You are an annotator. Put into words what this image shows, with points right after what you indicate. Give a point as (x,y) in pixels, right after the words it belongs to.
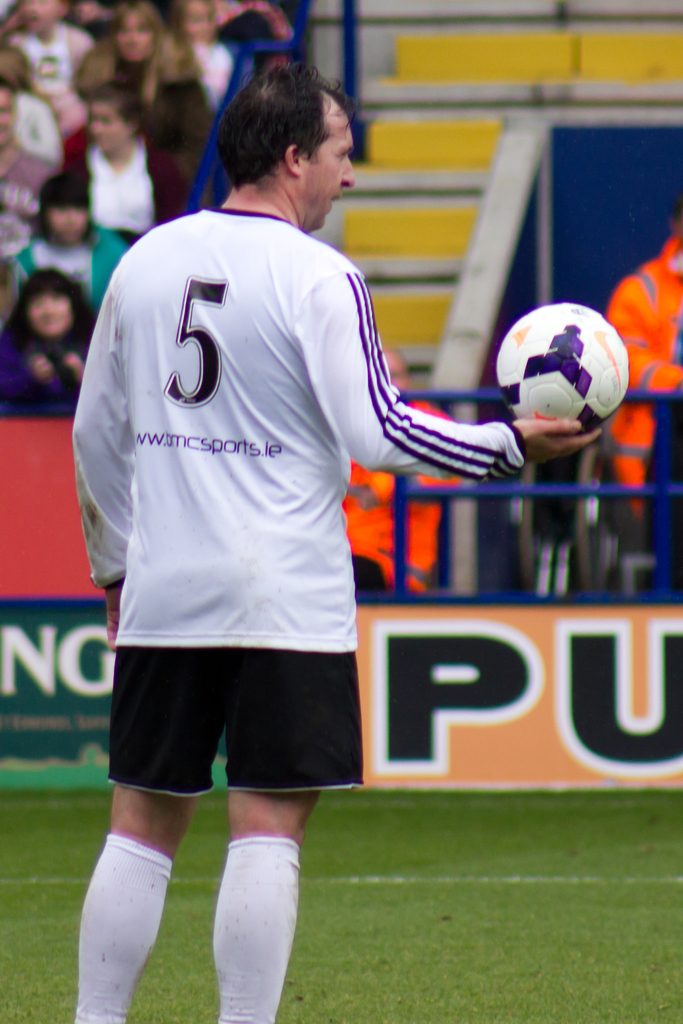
In this Image I see a man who is on the grass (630,791) and he is wearing a jersey (201,218) and I can also see he is holding a ball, In the background (656,312) I see people (624,297) who are sitting on chairs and I see the steps (366,82) over here.
